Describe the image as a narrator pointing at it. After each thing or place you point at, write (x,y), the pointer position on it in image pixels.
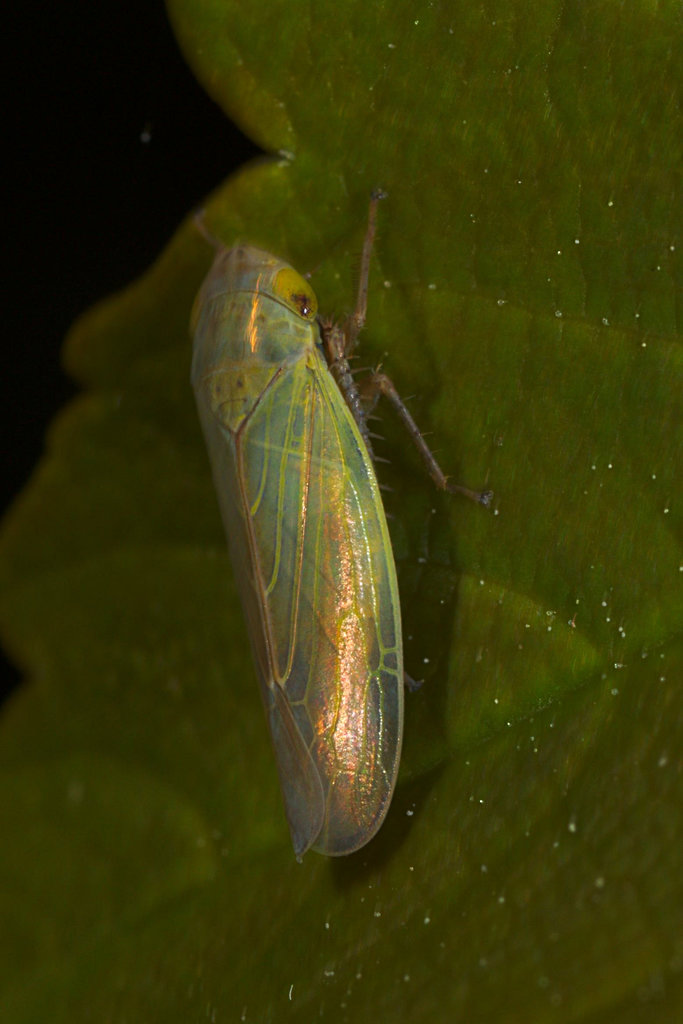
In the image we can see the insect (295,492) on the leaf (489,509) and the background (124,222) is dark.
